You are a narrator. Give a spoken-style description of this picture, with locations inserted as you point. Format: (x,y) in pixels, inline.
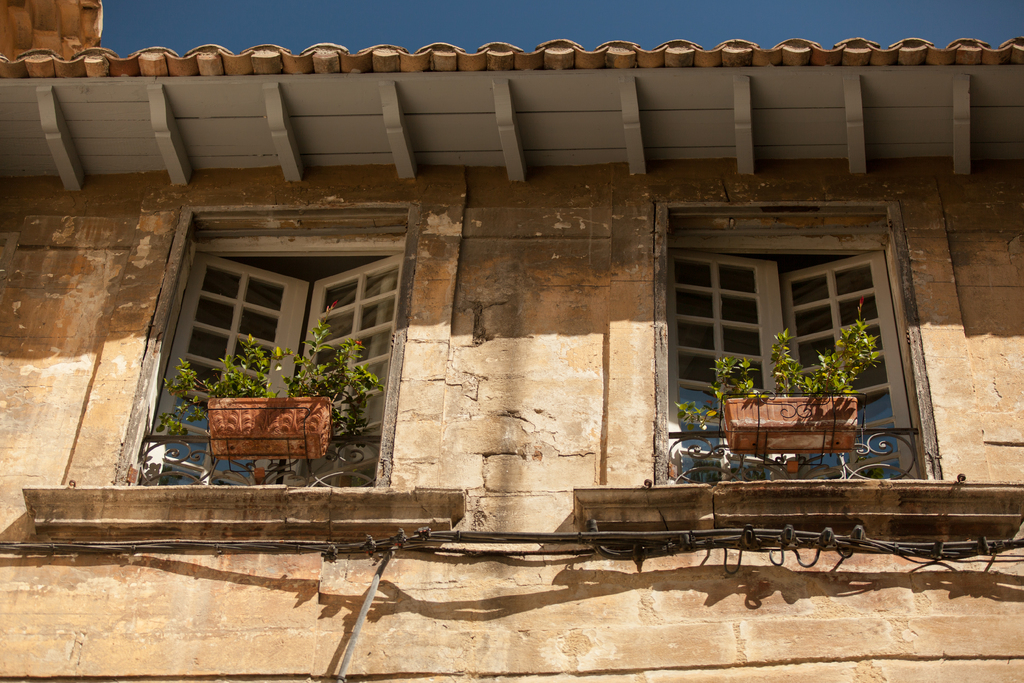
In the image in the center (493,271) we can see the sky (507,21), windows (692,335), plant pots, building (578,363), wall (587,396) and roof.
